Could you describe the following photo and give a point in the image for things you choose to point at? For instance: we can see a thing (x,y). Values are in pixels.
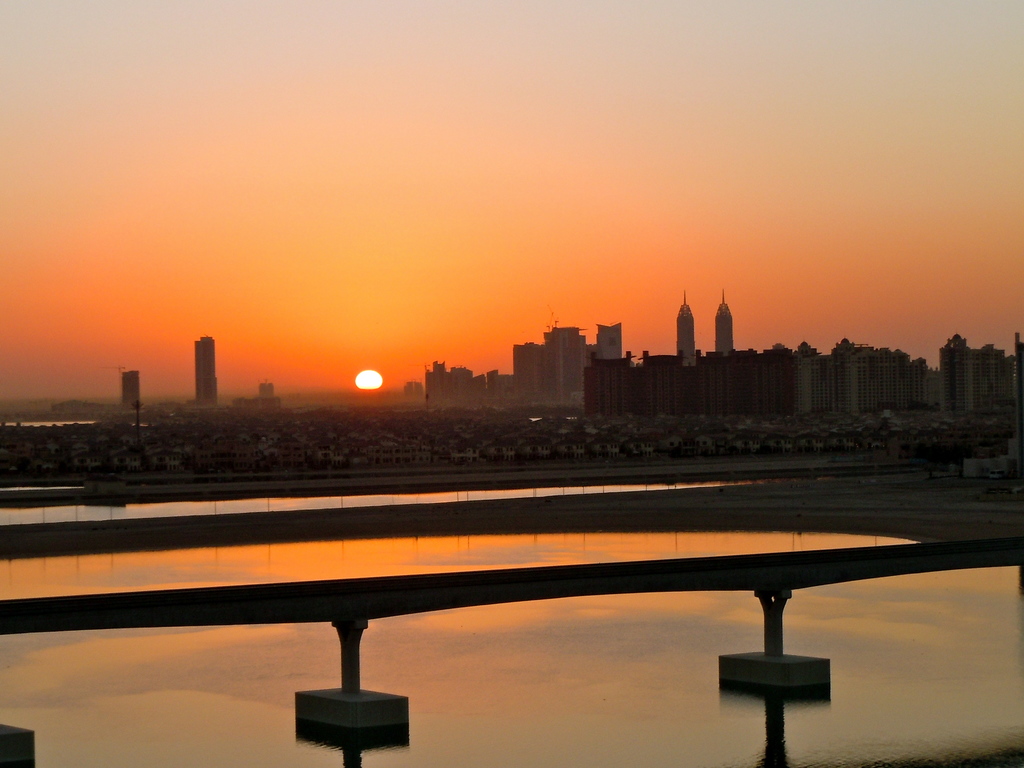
In the image we can see there are the buildings (697,395), water (549,490) and the barrier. We can even see the sky (392,386) and the sun (372,385).
